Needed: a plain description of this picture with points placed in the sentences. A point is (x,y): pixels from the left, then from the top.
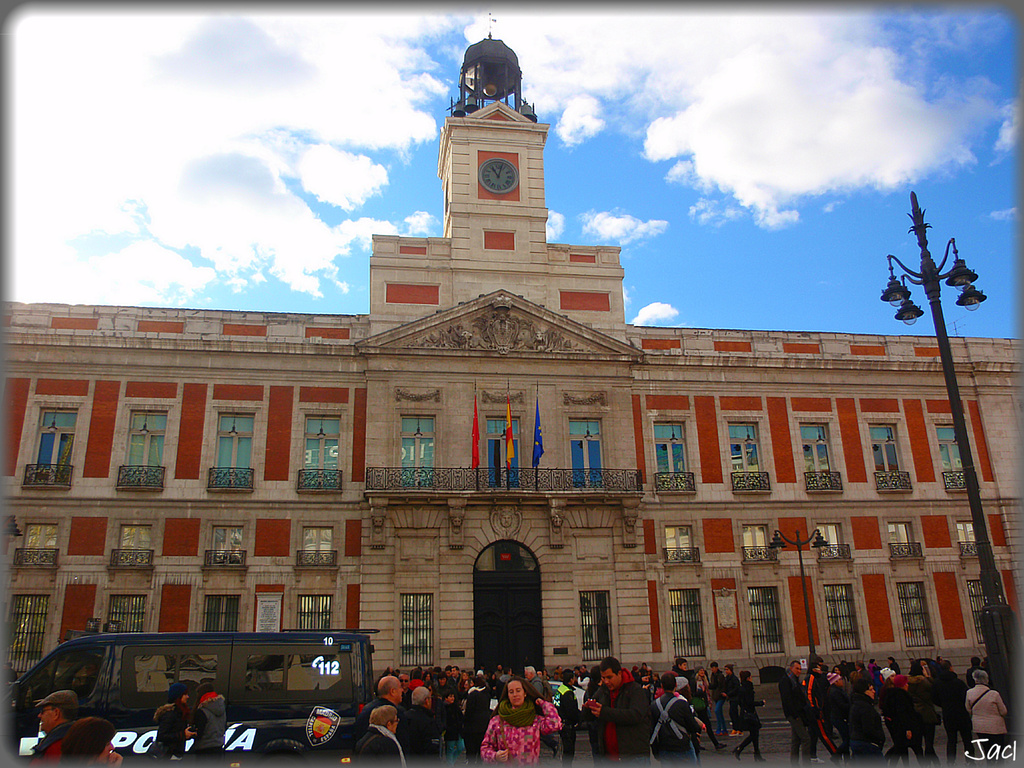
In this image I can see a building (534,371) which has flags (541,445) on it. Here I can see people (598,716) and vehicle (250,715). On the right side (921,227) I can see a street light (950,355). In the background (726,163) I can see the sky (768,145). Here I can see a watermark (983,757).
